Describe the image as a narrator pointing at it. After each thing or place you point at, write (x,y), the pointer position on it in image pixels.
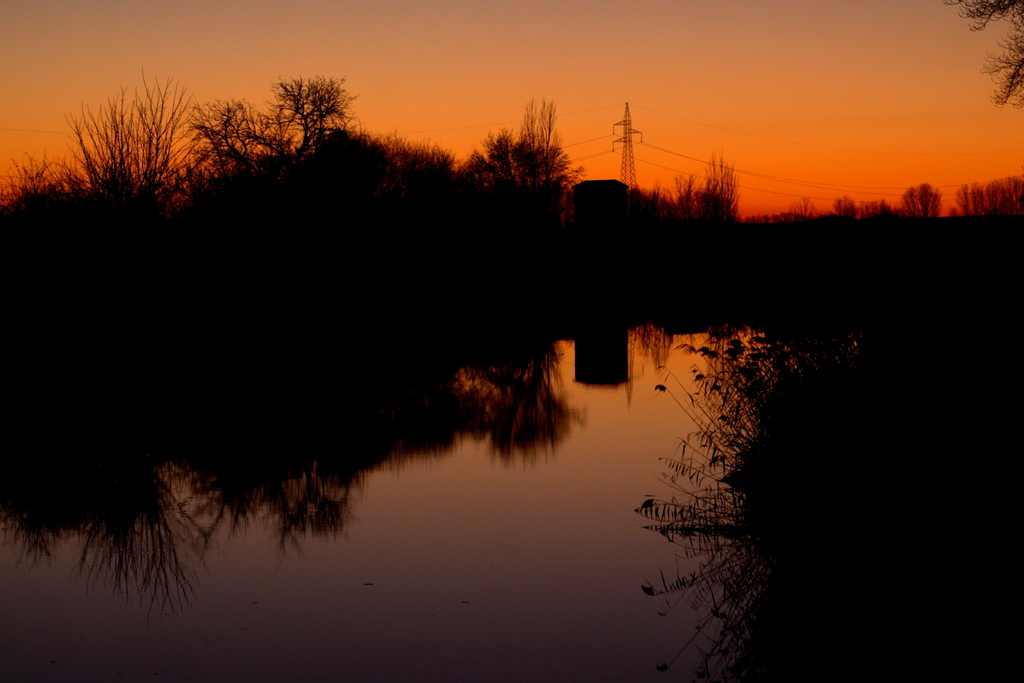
In the foreground of this image (507,520), there is water (491,503) and trees (499,220). In the background (617,158), there is a tower (631,162), cables (689,159) and the sky (573,27).
